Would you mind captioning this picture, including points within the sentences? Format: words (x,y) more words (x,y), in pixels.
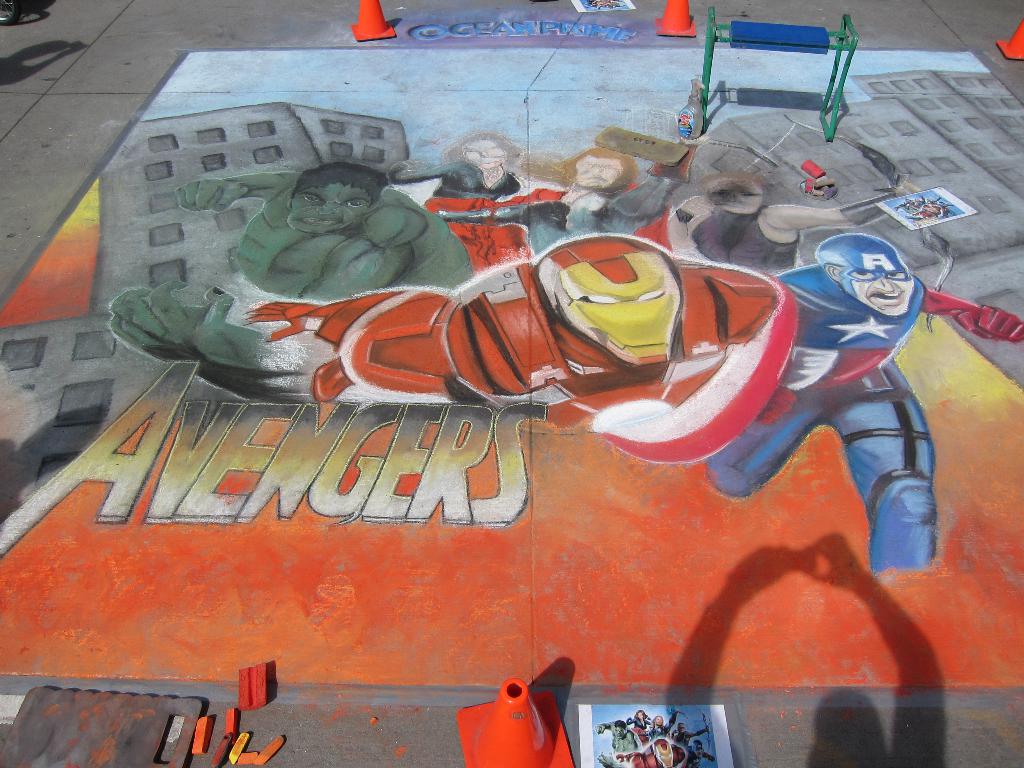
In this picture there is a painting (622,289) of a group of people (509,347) and there are buildings (950,161). In the foreground (104,742) there are objects (477,746) and there is a paper (684,733). At the back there are objects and there are papers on the road (11,203). At the top left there is a shadow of a person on the road (15,122).
